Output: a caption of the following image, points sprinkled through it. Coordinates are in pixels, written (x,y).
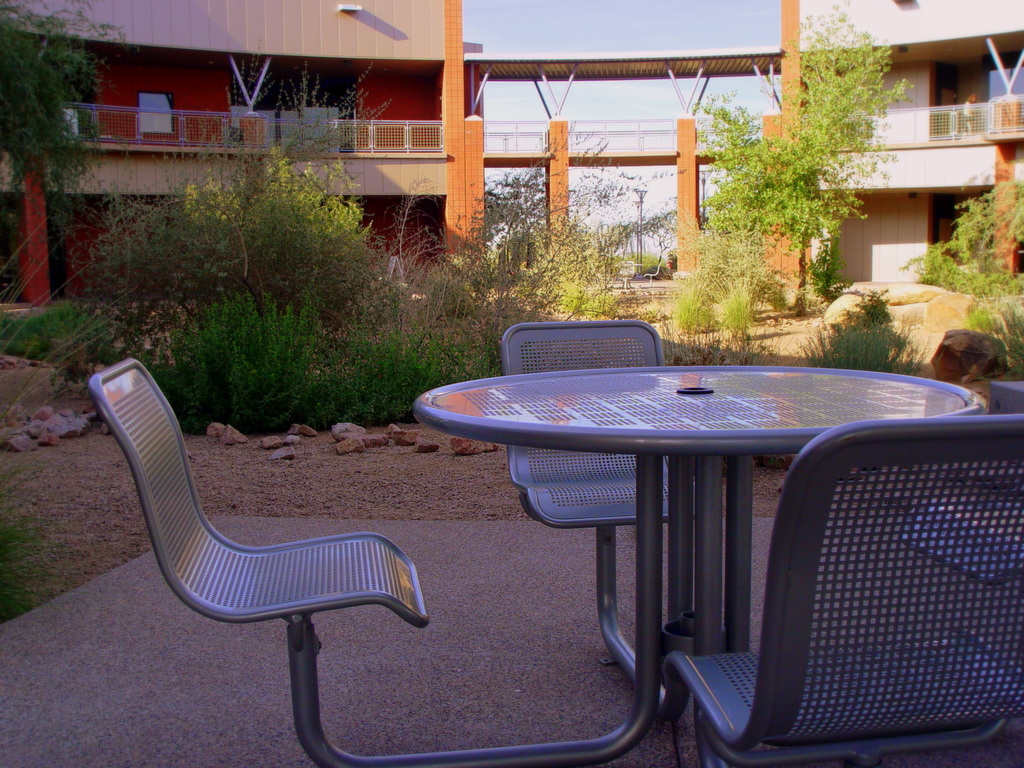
In this image I can see two buildings (392,48) and a bridge (577,53) linking these two buildings (931,34) and in the center of the image (377,296) I can see some trees (161,268) and plants (754,287), at the bottom of the image (523,767) I can see a table (583,417) with three chairs (938,662).
